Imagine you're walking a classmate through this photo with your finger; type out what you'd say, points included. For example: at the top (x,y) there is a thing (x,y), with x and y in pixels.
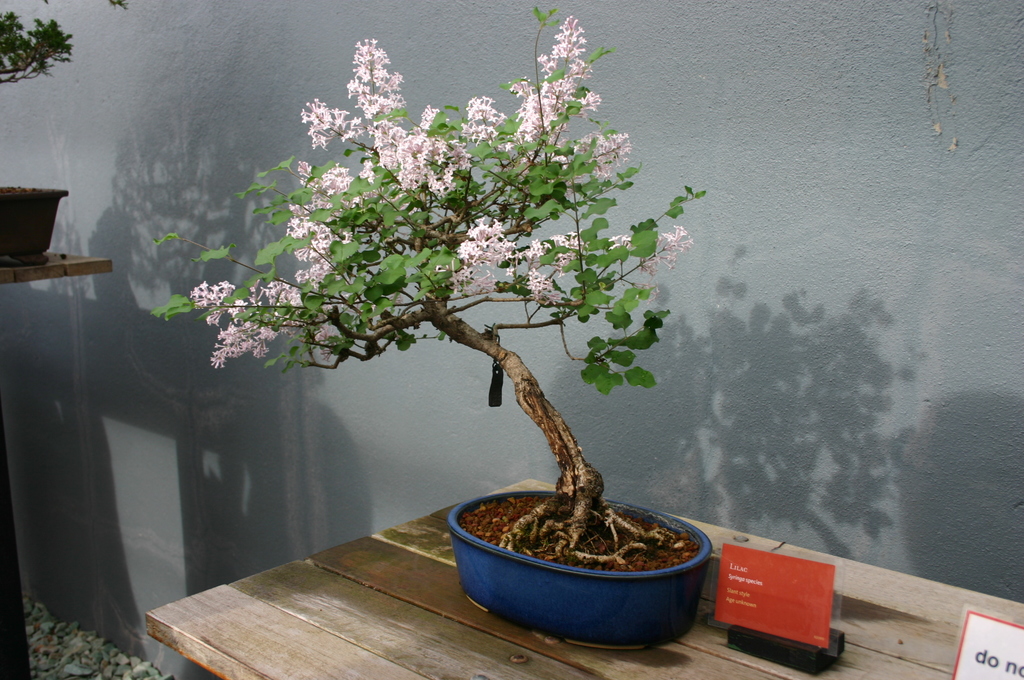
In this picture we can see few plants (47,31) and other things (775,582) on the tables (198,600), in the background (115,516) we can see a wall (115,516), and also we can find flowers (431,109).
